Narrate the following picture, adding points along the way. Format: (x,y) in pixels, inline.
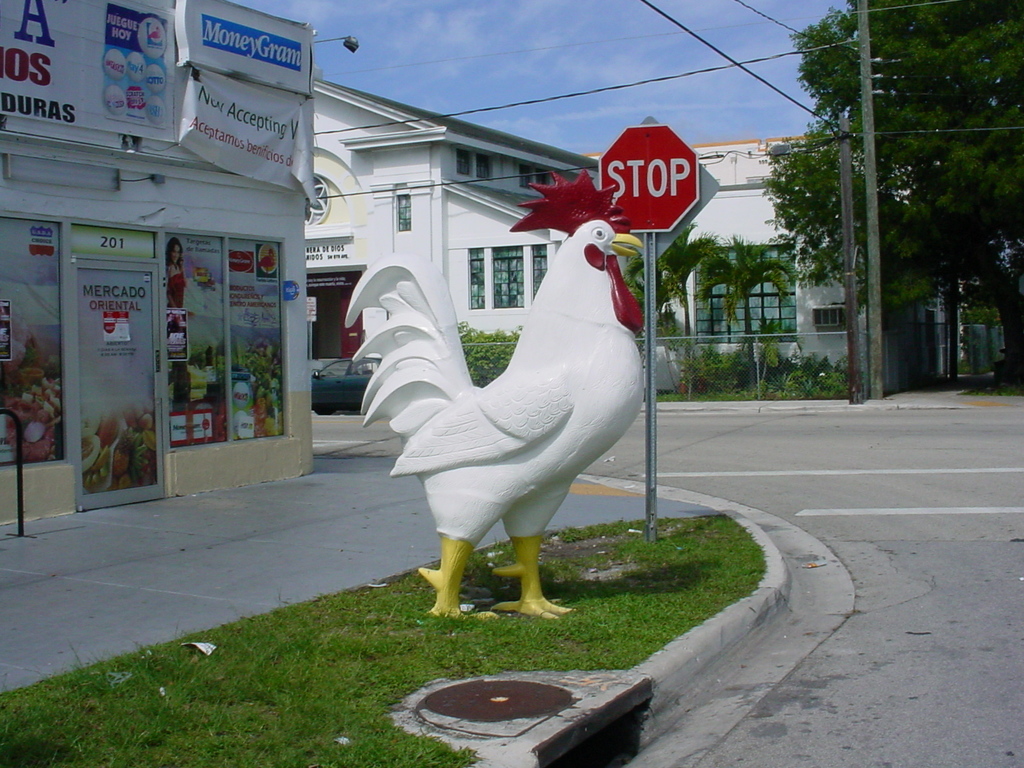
In this image we can see the sculpture (571,386) of a hen (537,420). And we can see some boards (662,200) with some text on it. And we can see the road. And we can see a store (97,170). And we can see the posters (268,251) and banners (212,134). And we can see the building (530,250), windows (758,301). And we can see the trees (827,212), grass (750,397) and plants (812,369). And we can see the sky (651,89).
